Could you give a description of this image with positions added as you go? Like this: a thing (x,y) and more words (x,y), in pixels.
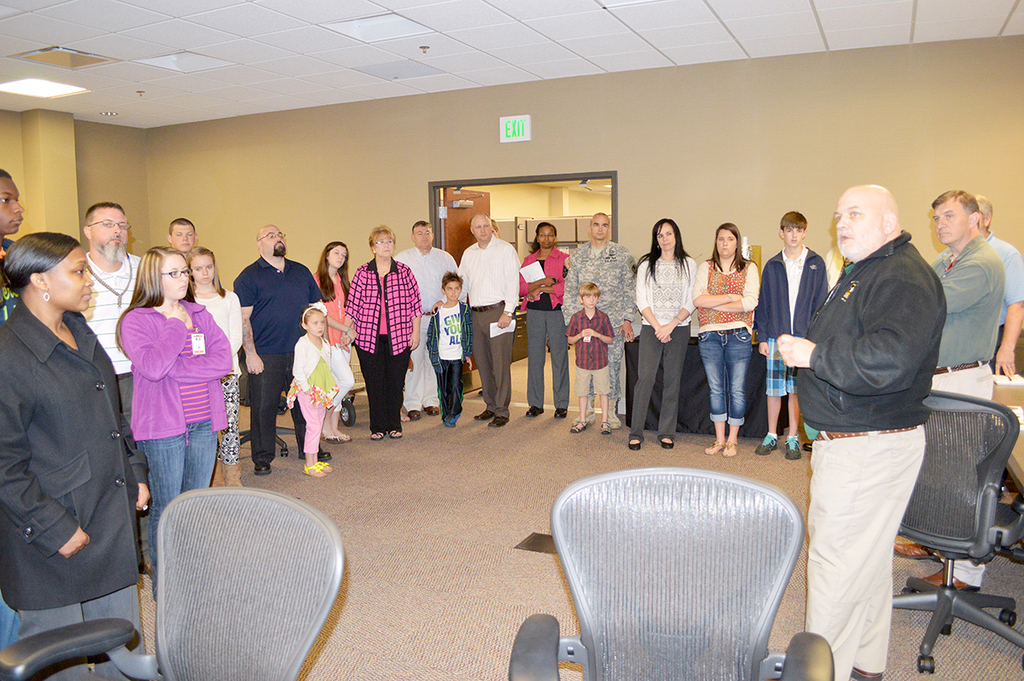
There are a group of people (38,364) who are standing at the corner of an office (352,223). There is a man (859,378) standing on the right side (881,383) and he is speaking.
